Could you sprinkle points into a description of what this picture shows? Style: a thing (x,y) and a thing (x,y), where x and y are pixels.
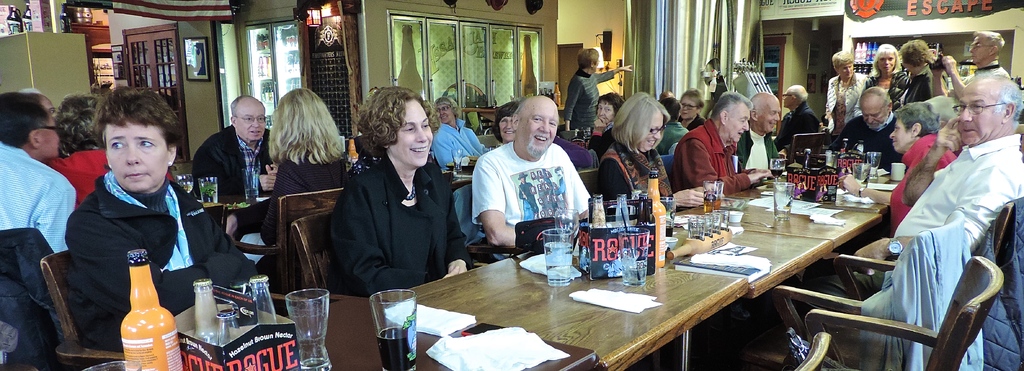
As we can see in the image there is a wall (593,37), windows (473,46), few people (477,154) sitting on chairs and there is a bottle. On table (351,347) there are glasses (400,333), bottles (644,213), plates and bowls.
